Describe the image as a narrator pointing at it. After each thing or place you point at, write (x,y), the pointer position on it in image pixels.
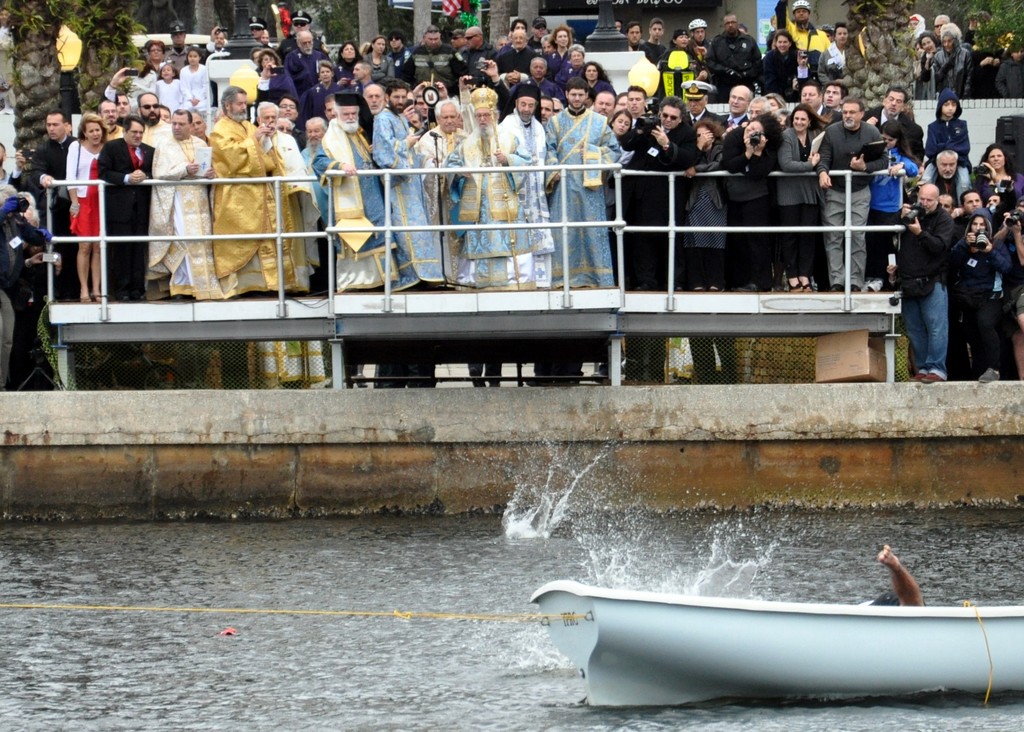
As we can see in the image there is water (520,544), boat (653,631), many people (444,140) standing buildings (534,11) and few of them are holding cameras (755,143).
